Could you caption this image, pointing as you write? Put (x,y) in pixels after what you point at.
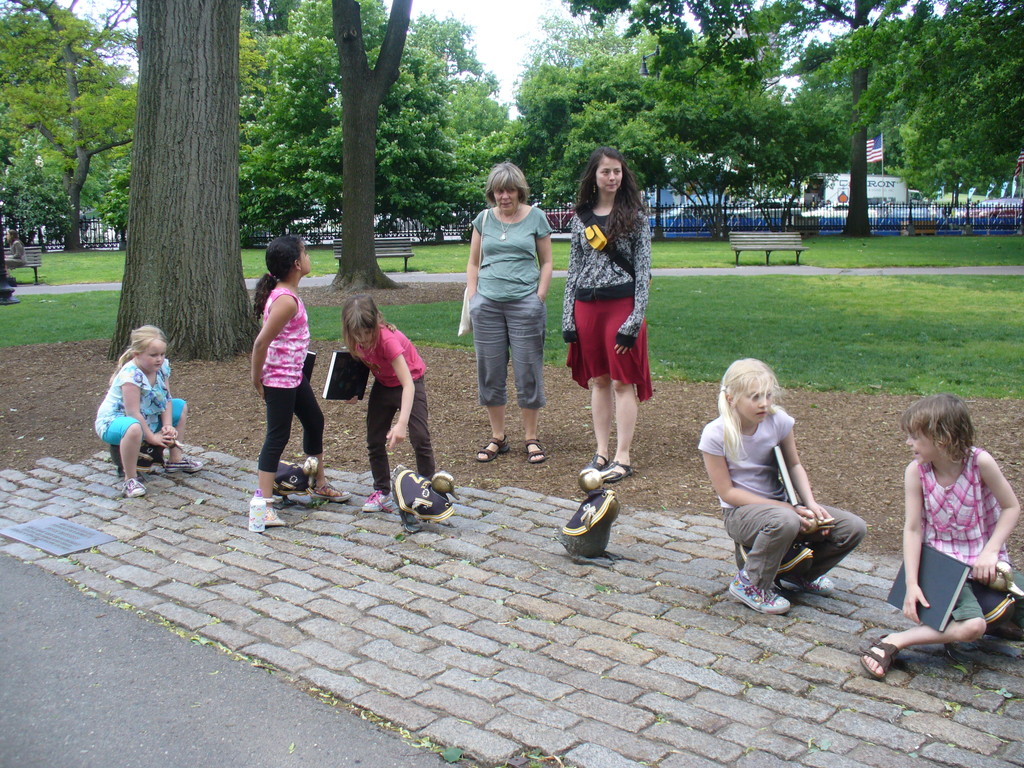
In this image we can see some people (619,250) and among them few people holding some objects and we can see some objects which looks like statues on the ground (666,591). There are some trees (56,216) and we can see three benches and there is a railing (988,225) in the background (951,56).
